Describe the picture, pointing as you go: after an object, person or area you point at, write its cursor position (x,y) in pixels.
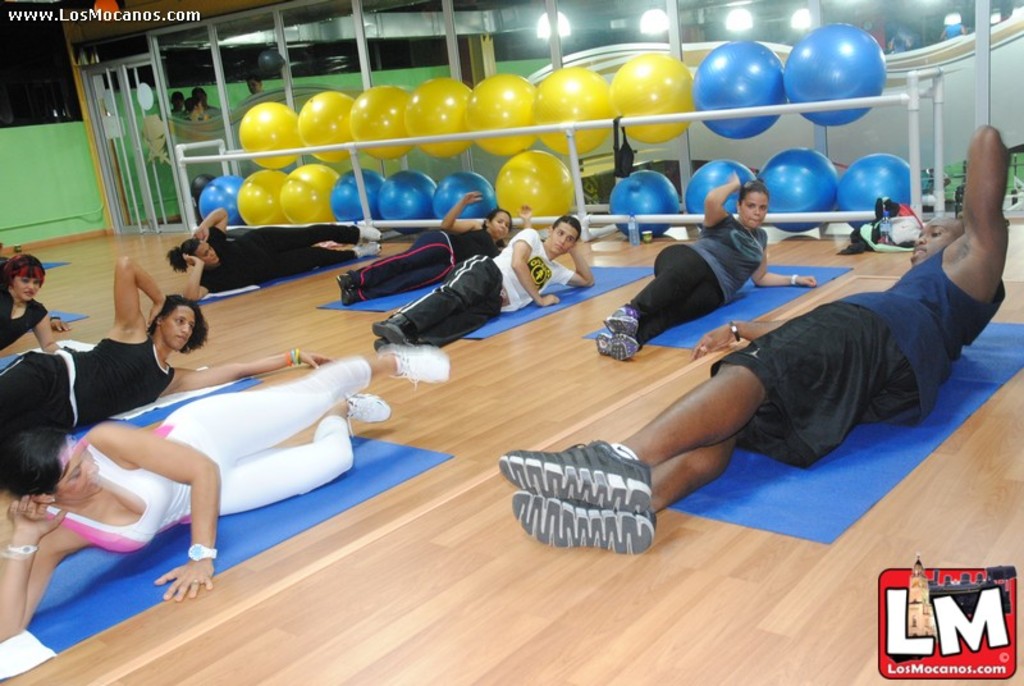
In this image, we can see people (716,259) doing exercises and there are mats (239,535). In the background (380,124), there are balloons (386,94) and we can see a railing (334,148) and there are glass doors (152,92), lights (566,28) and some other objects (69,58). At the top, there is some text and at the bottom (924,626), there is a logo (919,626).
